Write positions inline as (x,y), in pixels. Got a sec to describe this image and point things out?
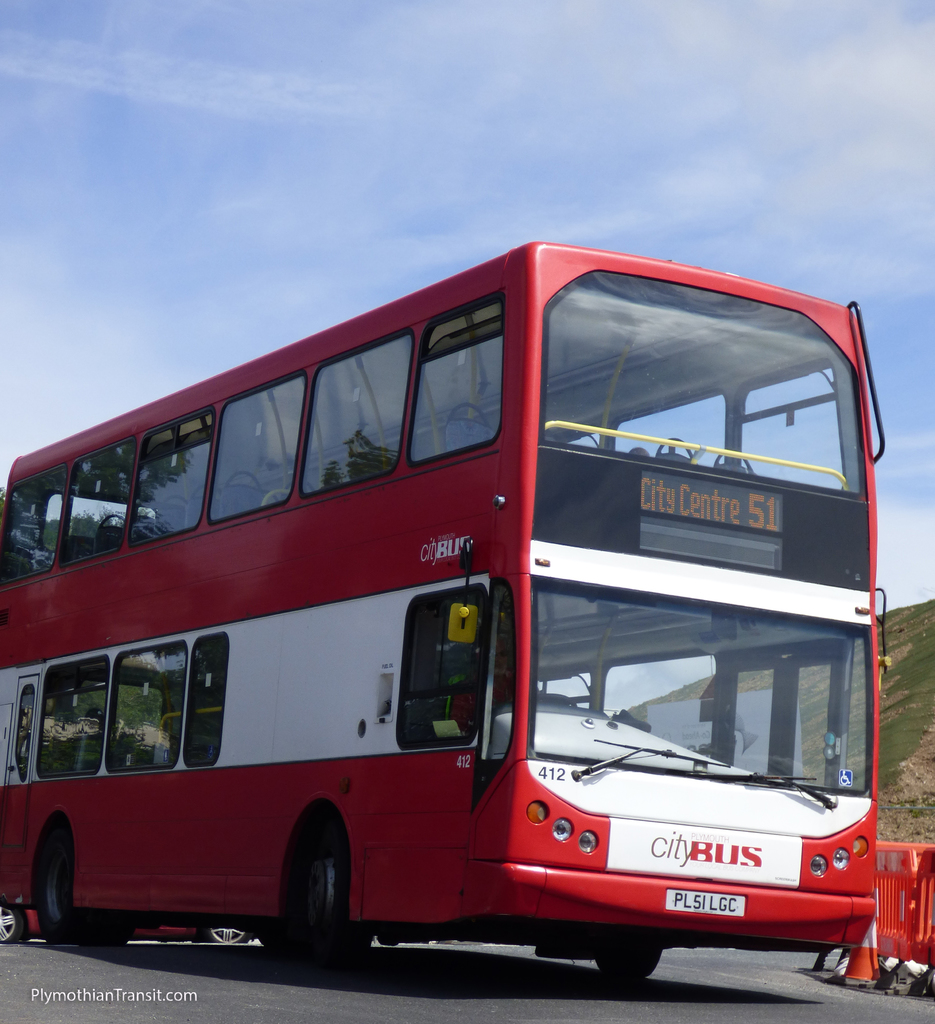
In the image we can see there is a red colour double decker bus (576,583) on the road (312,974) and its written "City Bus" on it. There is a traffic cone (868,961) kept on the road (829,987) and behind there is a hill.
